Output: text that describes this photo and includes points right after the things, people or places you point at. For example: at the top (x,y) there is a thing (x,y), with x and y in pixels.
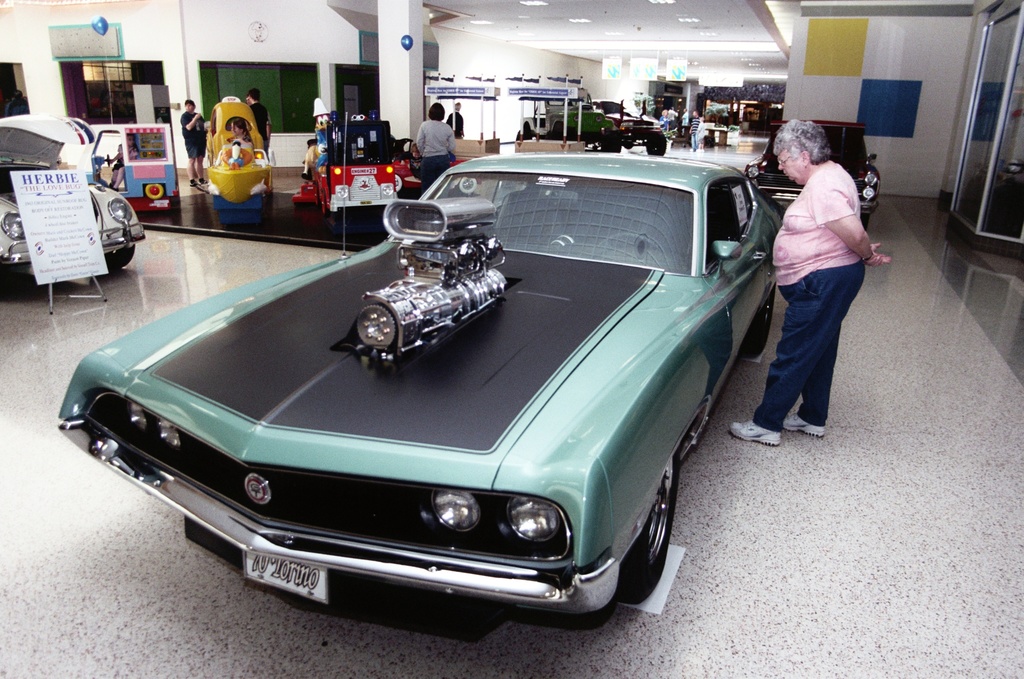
In this image, we can see few vehicles (688,216), boards (60,199), stalls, few people (424,131). Background (225,32) we can see wall (221,50), glass windows (298,90), glass doors (1021,165), pillar (397,68), balloons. Top of the image (591,12), there is a roof (637,21) with lights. At the bottom (804,623), we can see a floor (548,656).
